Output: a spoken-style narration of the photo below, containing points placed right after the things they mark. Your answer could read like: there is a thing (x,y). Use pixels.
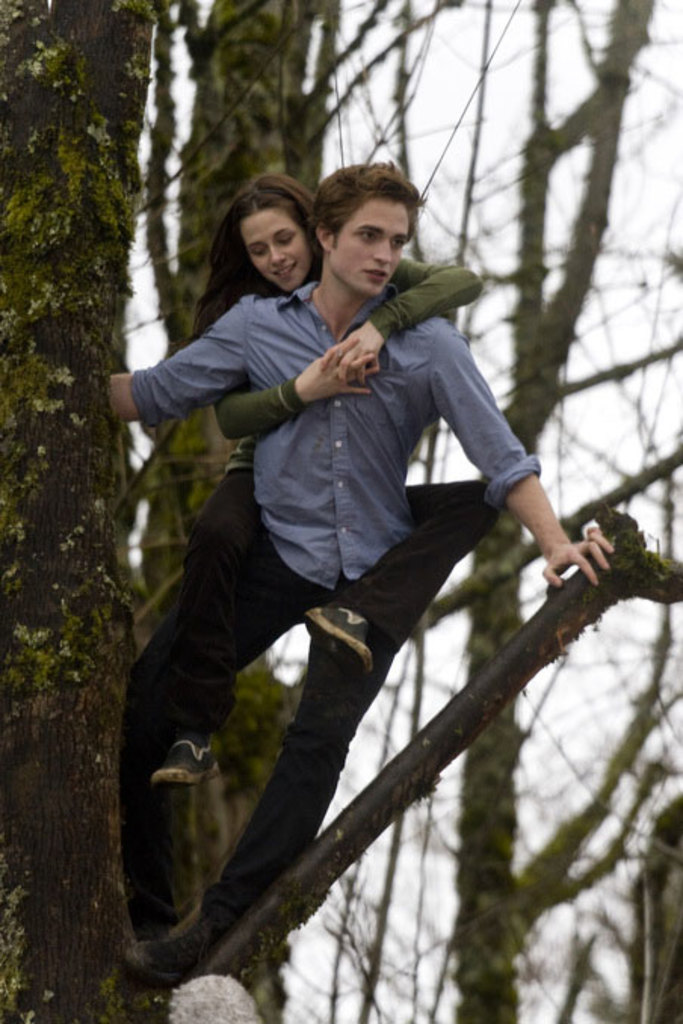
In this image we can see a man (289,375) and a woman (286,275) on the tree (131,639). The man (325,761) is wearing blue color shirt (328,491) with black pant (255,829). The woman (258,404) is wearing green top (271,410) with black pant (231,661). In the background (168,263), we can see the sky (657,203) and trees (189,154).
